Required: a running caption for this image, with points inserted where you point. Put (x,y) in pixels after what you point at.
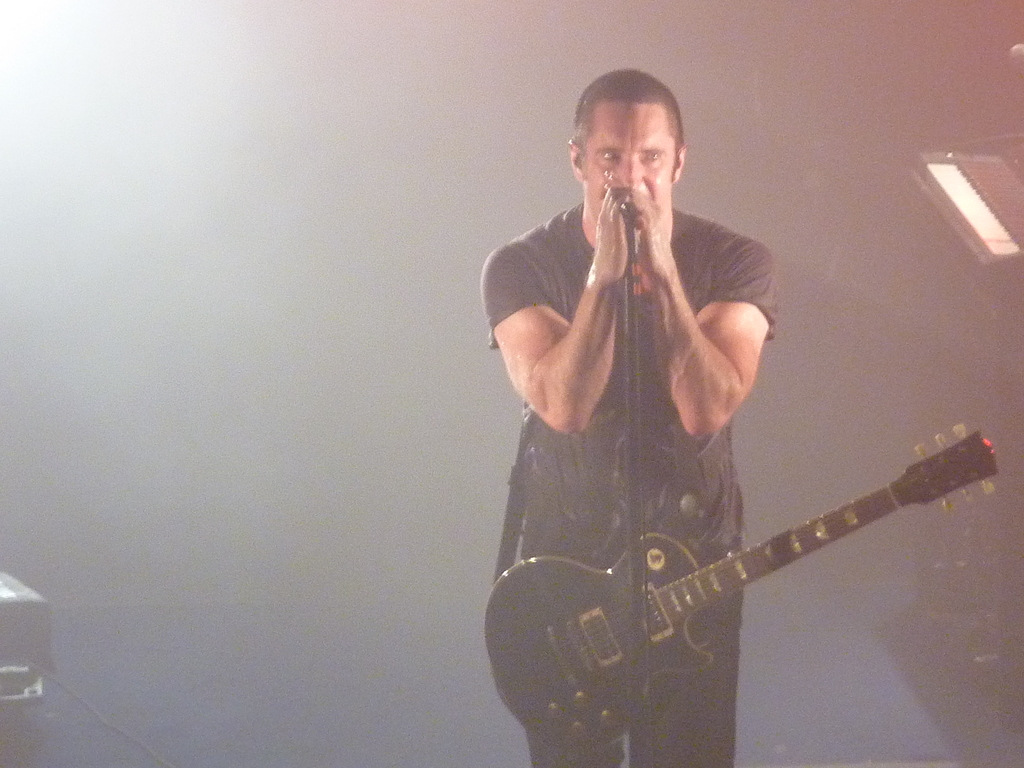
A man (579,226) with black t-shirt (566,265) is standing holding a mic (632,198) in his hand (644,241) and is wearing guitar (608,614). To left corner (10,598) there is a black box (31,680) with wire (172,765). And to the right top corner (966,171) there is a piano (992,194).
